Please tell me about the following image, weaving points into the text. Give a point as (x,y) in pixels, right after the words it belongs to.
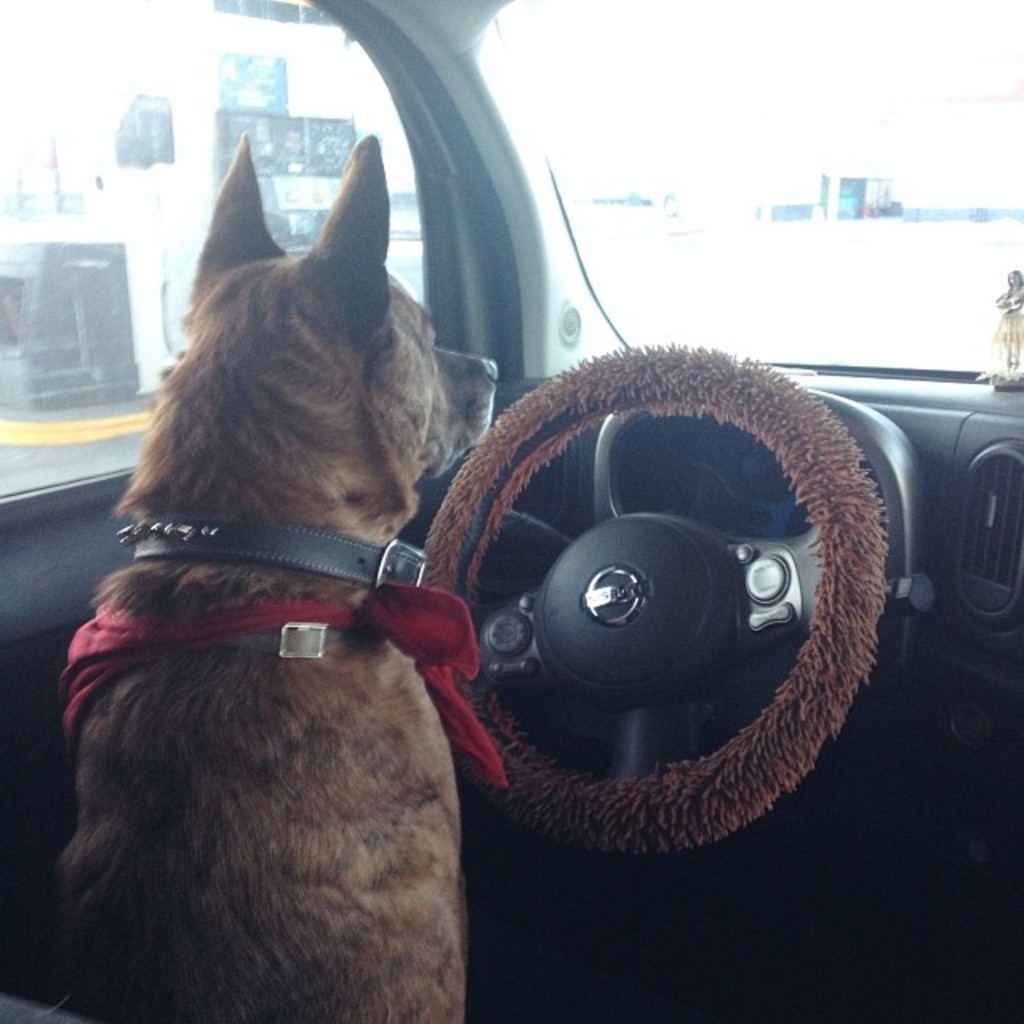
In this picture there is a dog (282,683) sitting in the seat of a car (37,494) in front of a steering (635,609). In the background (654,152) there is a windshield (722,189).
